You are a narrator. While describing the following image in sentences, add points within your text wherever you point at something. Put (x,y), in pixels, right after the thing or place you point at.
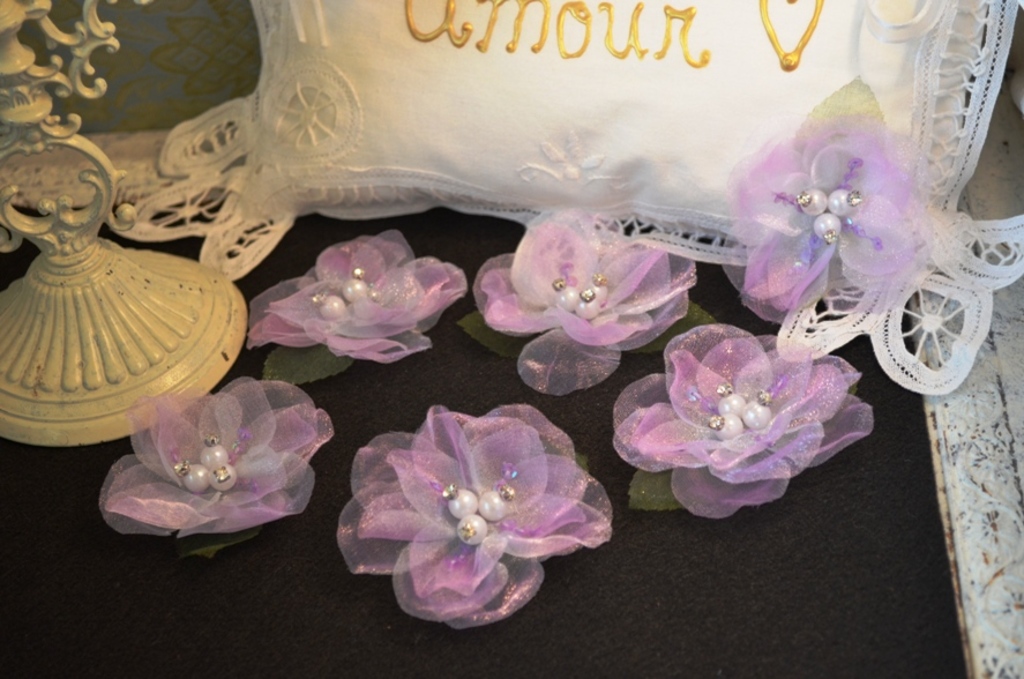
In this image I can see few purple and white color artificial flowers (538,422). Back I can see the white color pillow (350,198) and the cream color object (118,263). They are on the black surface (751,525).
